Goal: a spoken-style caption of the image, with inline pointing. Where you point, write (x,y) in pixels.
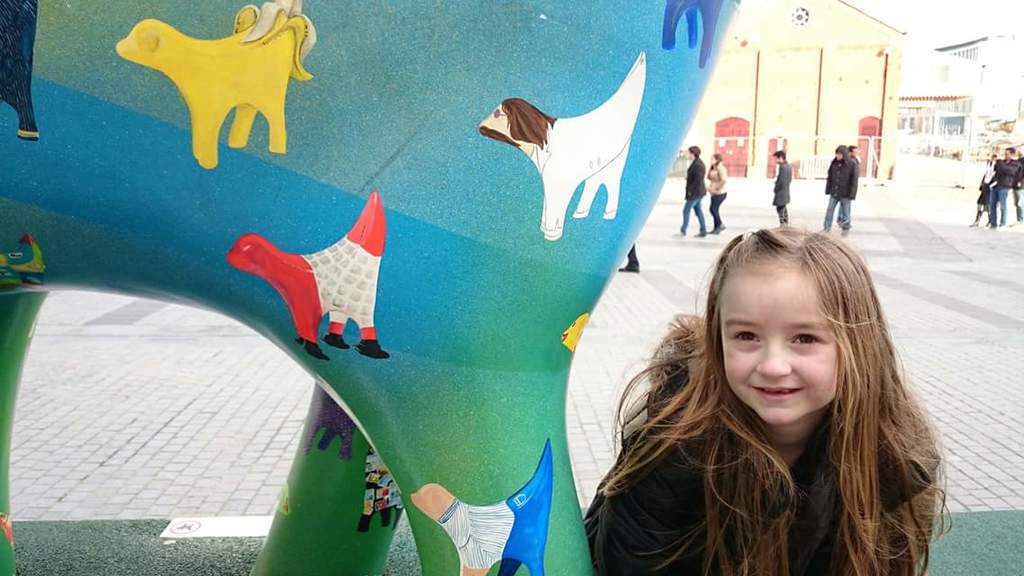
In this image in the front (765,411) there is a girl (728,431) smiling and there is a sculpture (167,152) which is in the front (467,342). In the background (688,191) there are persons (852,183) standing and walking. There are buildings (902,98).
